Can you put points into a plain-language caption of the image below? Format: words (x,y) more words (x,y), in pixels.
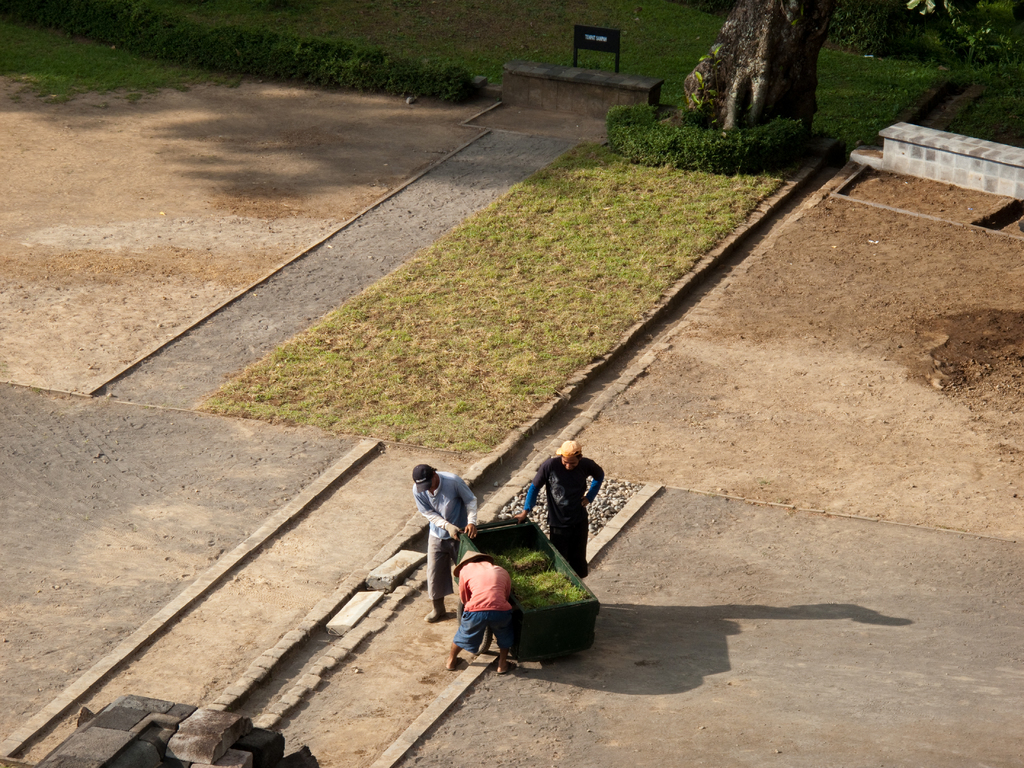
In this image we can see few people (491,597) holding the object (525,612), around them there are trees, plants (459,93), ground (591,63), and a board (580,47).
